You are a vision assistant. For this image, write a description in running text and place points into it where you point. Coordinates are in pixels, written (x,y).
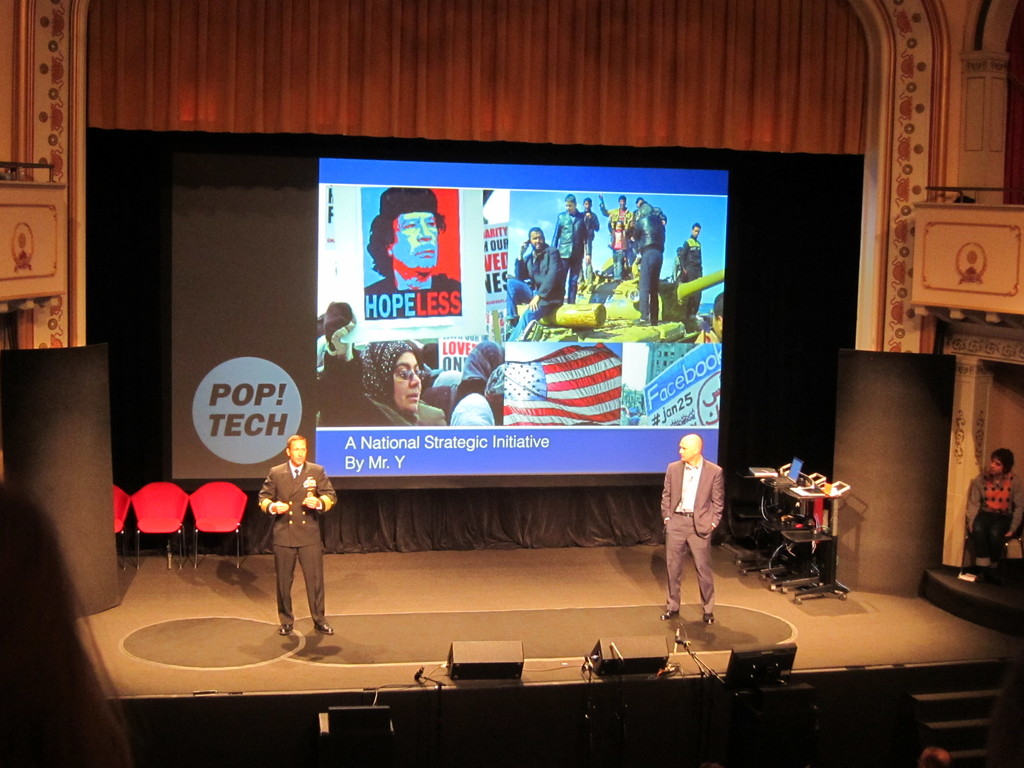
In this image I can see the stage (408,601) which is brown in color and on the stage (405,573) I can see few chairs (227,523) which are red in color, few persons (291,524) wearing blazers (302,518) are standing, a huge screen (524,389) with some projection (542,342) on it and a brown colored curtain (529,71). To the right side of the image (1004,471) I can see a person (1010,459) sitting on a chair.
